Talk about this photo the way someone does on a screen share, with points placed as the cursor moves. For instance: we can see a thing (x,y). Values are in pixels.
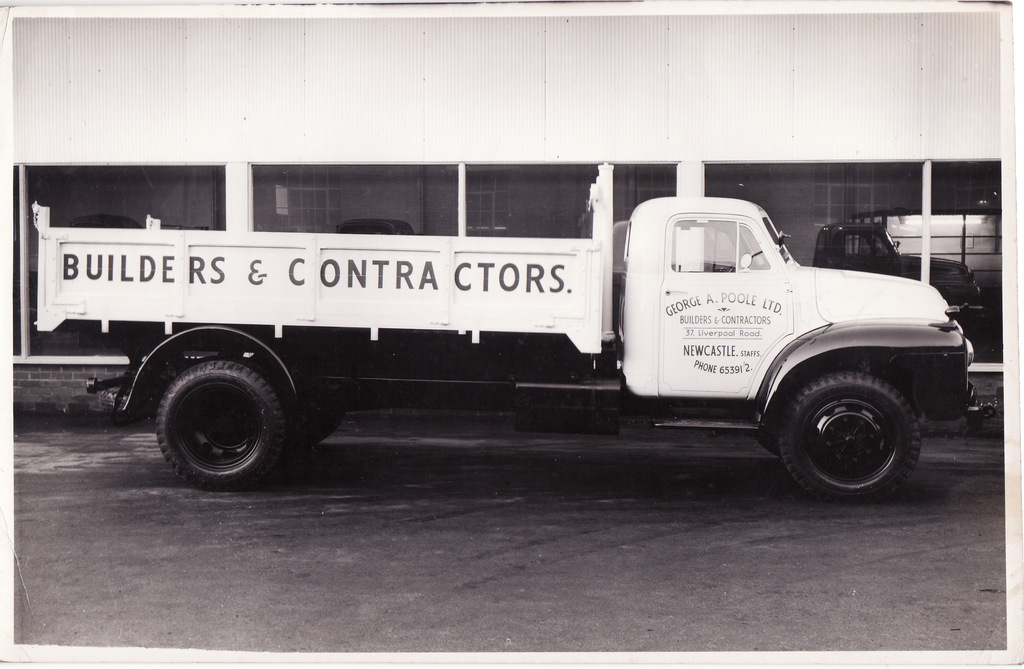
In this image there is a truck (460,371) on the road (697,568). Behind there is a building (186,216) having a glass wall (657,190). On the glass wall (1000,254) there is a reflection (895,245) of the vehicle (946,274).
